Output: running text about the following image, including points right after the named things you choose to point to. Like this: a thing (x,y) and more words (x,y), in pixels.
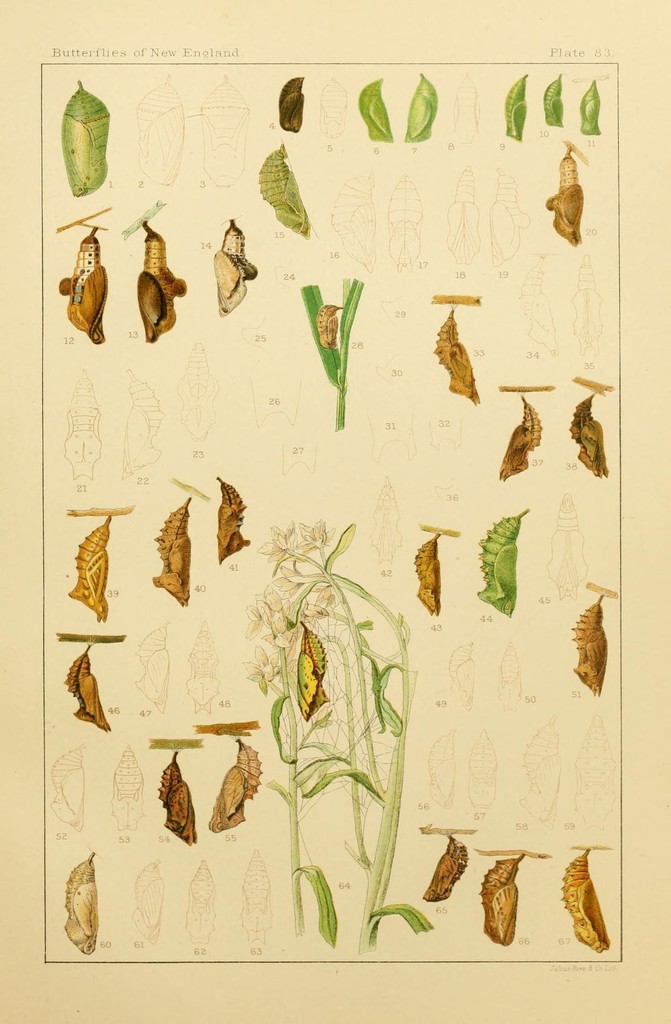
In this image we can see drawings (87,155) of cocoons (275,202) and plants (328,756).
